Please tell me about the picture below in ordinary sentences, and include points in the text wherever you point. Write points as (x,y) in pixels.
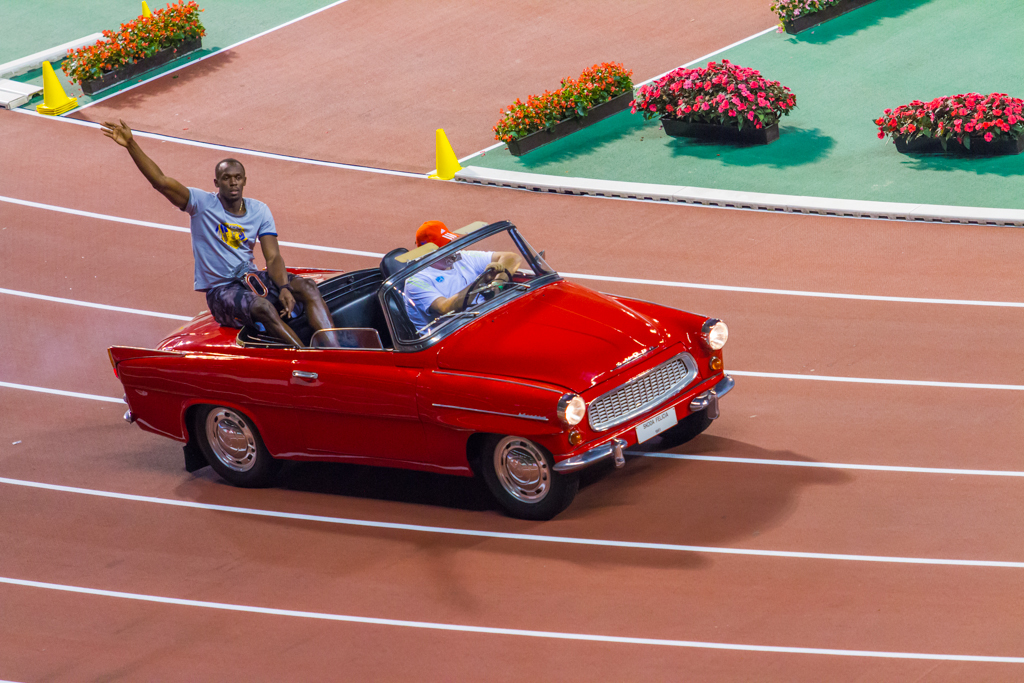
In this image I can see two persons (269,286) are sitting in the car (318,380). On the top of the image (724,98) I can see some flower pots (702,103). The car (527,341) is in red color and the persons (224,233) are wearing blue and white color t-shirts (205,269) in that one person (431,275) is wearing orange color cap (437,239) on his head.
